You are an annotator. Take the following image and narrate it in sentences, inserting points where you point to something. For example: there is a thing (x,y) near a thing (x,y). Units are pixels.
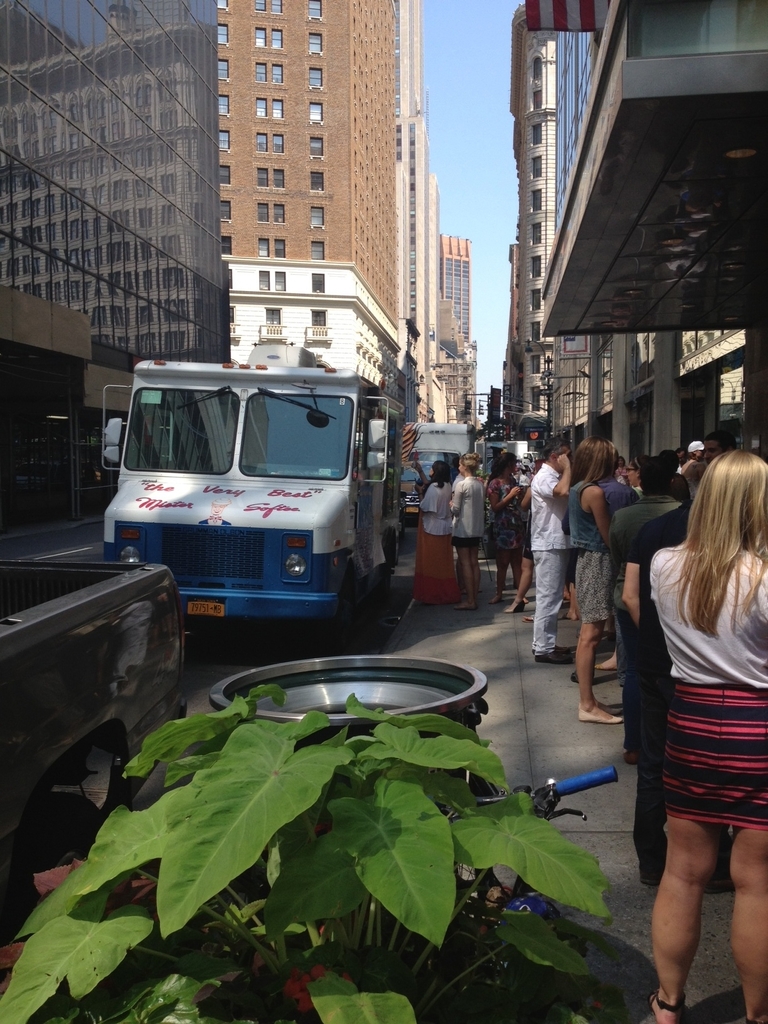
In the center of the image (367,534) we can see persons (423,506), vehicles (413,501) on the road (412,535). On the right side of the image (717,367) we can see persons (637,587), poles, plants (383,875) and buildings (605,260). On the left side of the image (61,39) we can see buildings (102,322). In the background (450,235) there is a sky (463,115).
